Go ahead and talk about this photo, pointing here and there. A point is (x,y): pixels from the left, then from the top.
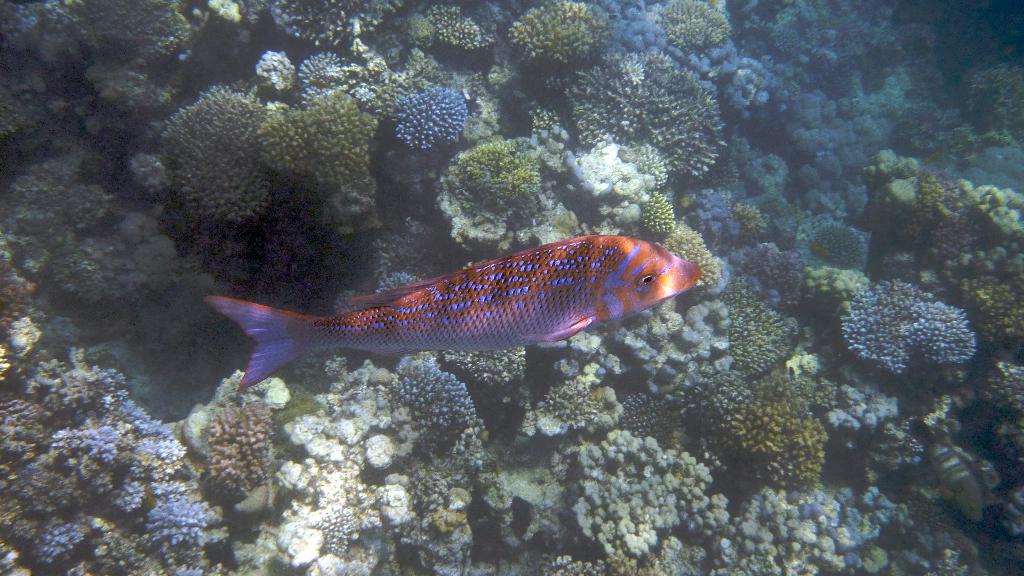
In the center of the image (440,311) there is a fish (440,311). In the background (297,166) we can see water plants (115,463).
